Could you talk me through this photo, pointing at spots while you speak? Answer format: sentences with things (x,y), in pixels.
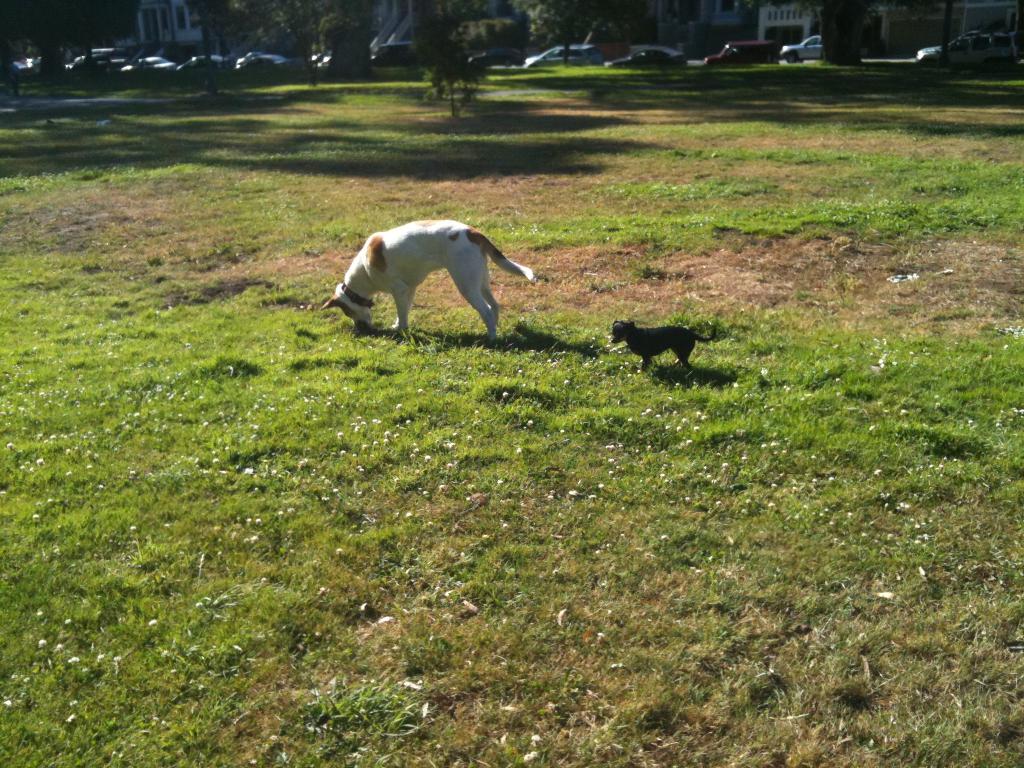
In the center of the image (412,257) there are dogs (413,273). At the bottom (307,565) there is grass (664,550). In the background (194,63) there are cars (548,52), trees (65,36) and buildings (965,24).
